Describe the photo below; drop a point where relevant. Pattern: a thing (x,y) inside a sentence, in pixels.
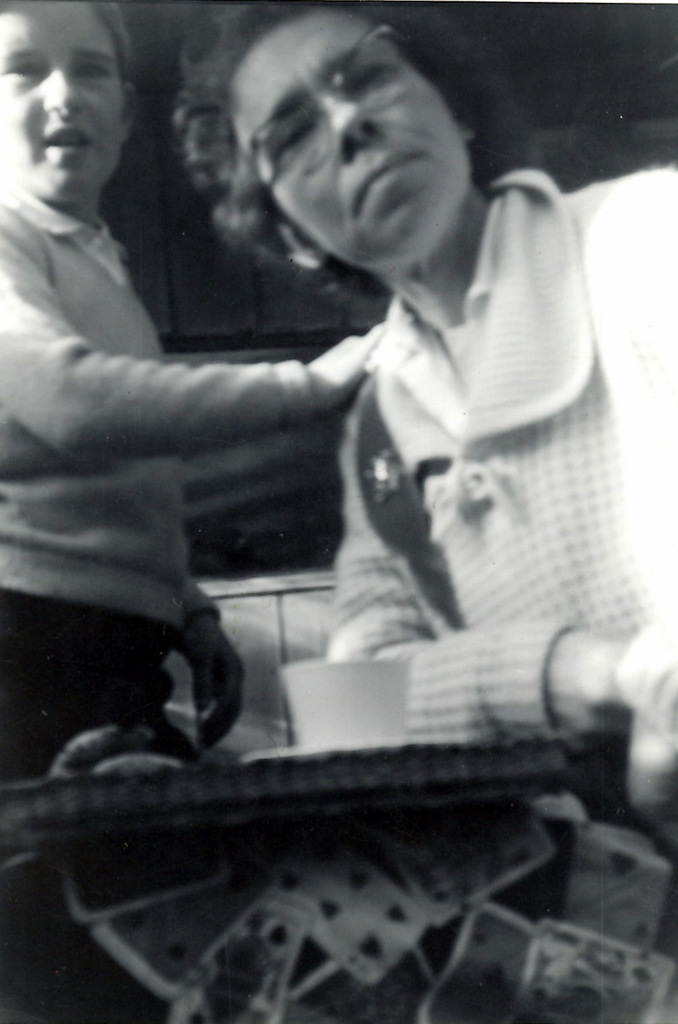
In this picture I can observe two members (93,438). In the bottom of the picture (252,820) I can observe a table (252,774) on which cup (327,717) is placed. This is a black and white image.
